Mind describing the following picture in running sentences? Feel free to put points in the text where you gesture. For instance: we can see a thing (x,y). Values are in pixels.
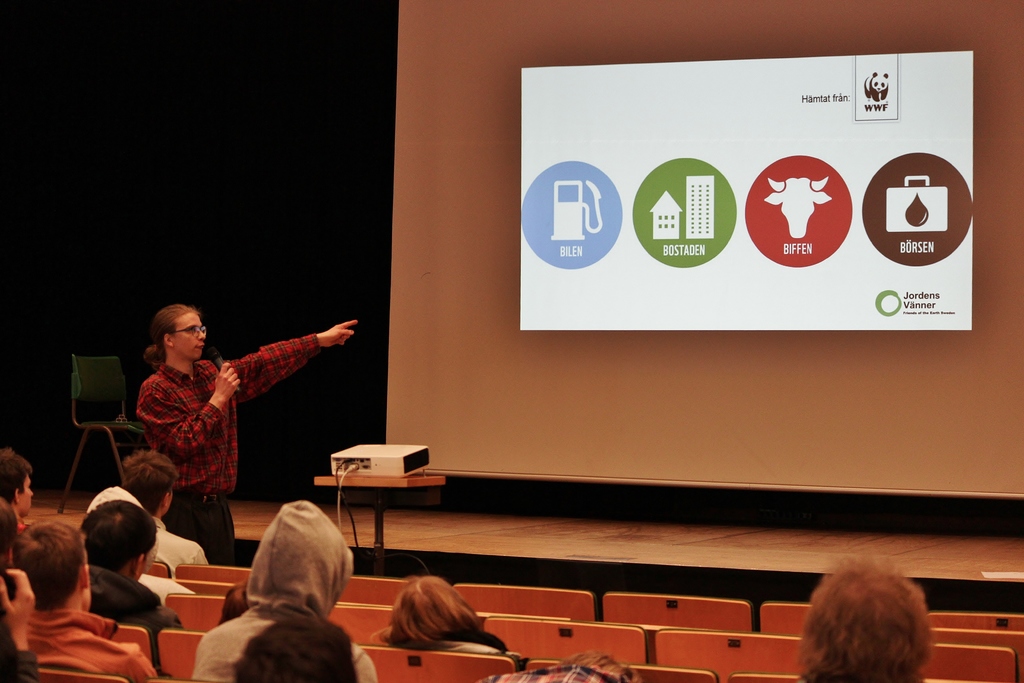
On the left (220,462) there is a person (189,335) standing and holding a mic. At the bottom (240,593) there are chairs (197,606) and we can see people (233,615) sitting. In the background (774,413) there is a screen (884,281) and we can see a projector (402,455) placed on the stand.
